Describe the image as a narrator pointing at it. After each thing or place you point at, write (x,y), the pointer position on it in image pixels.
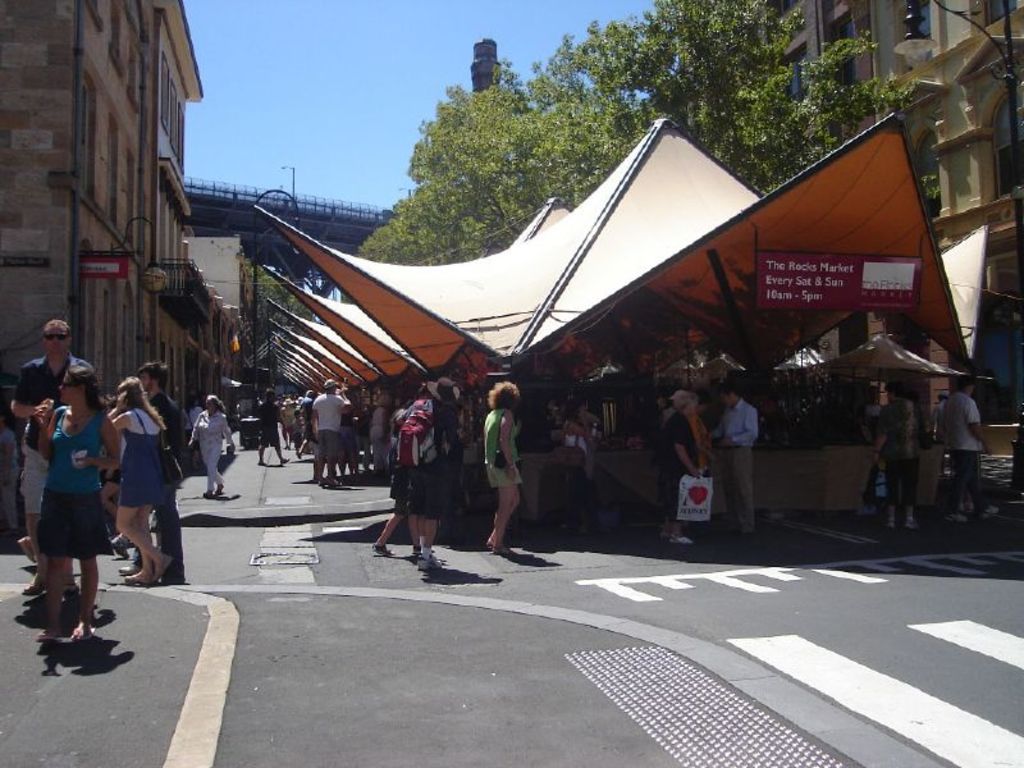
In this image I can see road (222,559) and on it I can see number of people (61,489) are standing. I can also see few of them are carrying bags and I can see few white lines (702,573) on road (757,585). In the background (12,283) I can see number of buildings (58,255), trees (531,203), sky (361,141) and number of tents (361,344). I can also see a red color board (768,304) over here and on it I can see something is written.
